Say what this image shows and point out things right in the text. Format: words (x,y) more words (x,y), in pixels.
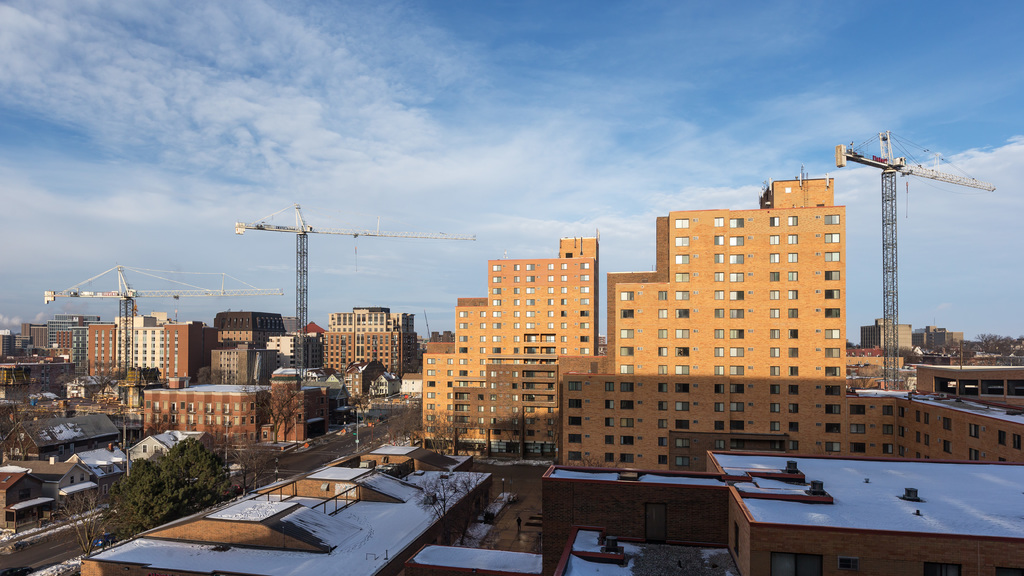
This image is taken outdoors. At the top of the image (492,104) there is a sky (132,114) with clouds (78,165). In this image there are many buildings (252,353) and houses (17,522) with walls (658,413), windows (719,407), roofs (332,541), doors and balconies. There are three cranes (122,292). There are a few trees (185,474) and poles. On the left side of the image (334,437) there is a road (353,441).
